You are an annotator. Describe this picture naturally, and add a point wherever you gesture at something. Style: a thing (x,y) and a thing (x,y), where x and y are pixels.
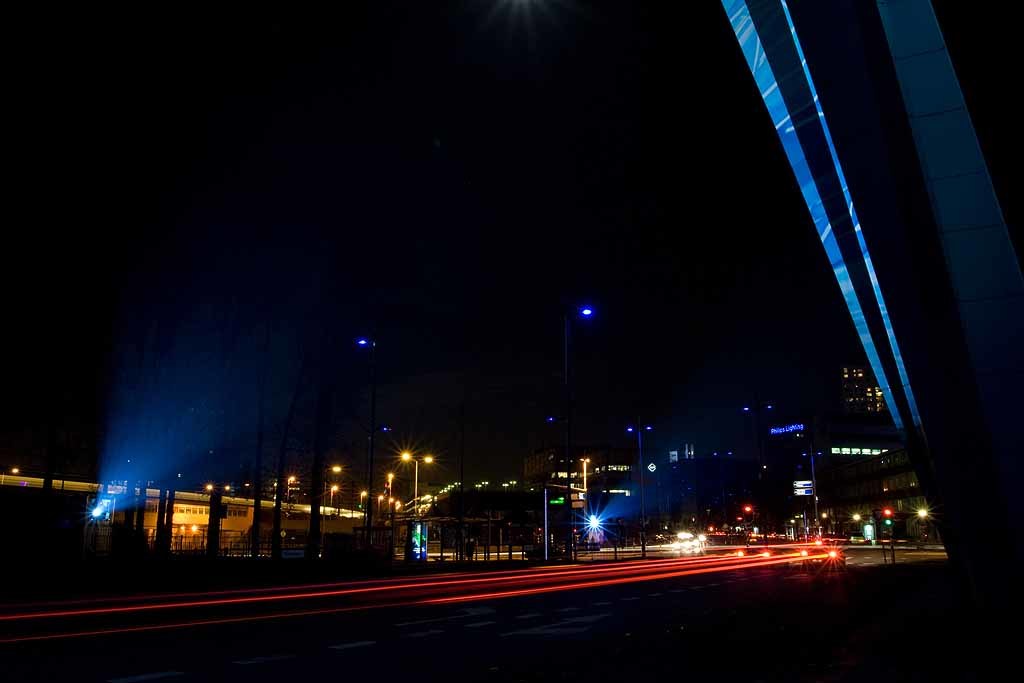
In the picture we can see night view of the road (565,587) with vehicles (814,567) and light focus (545,589) of it and beside it we can see some poles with lights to it and in the background (657,479) we can see some buildings (674,479) in the dark.
